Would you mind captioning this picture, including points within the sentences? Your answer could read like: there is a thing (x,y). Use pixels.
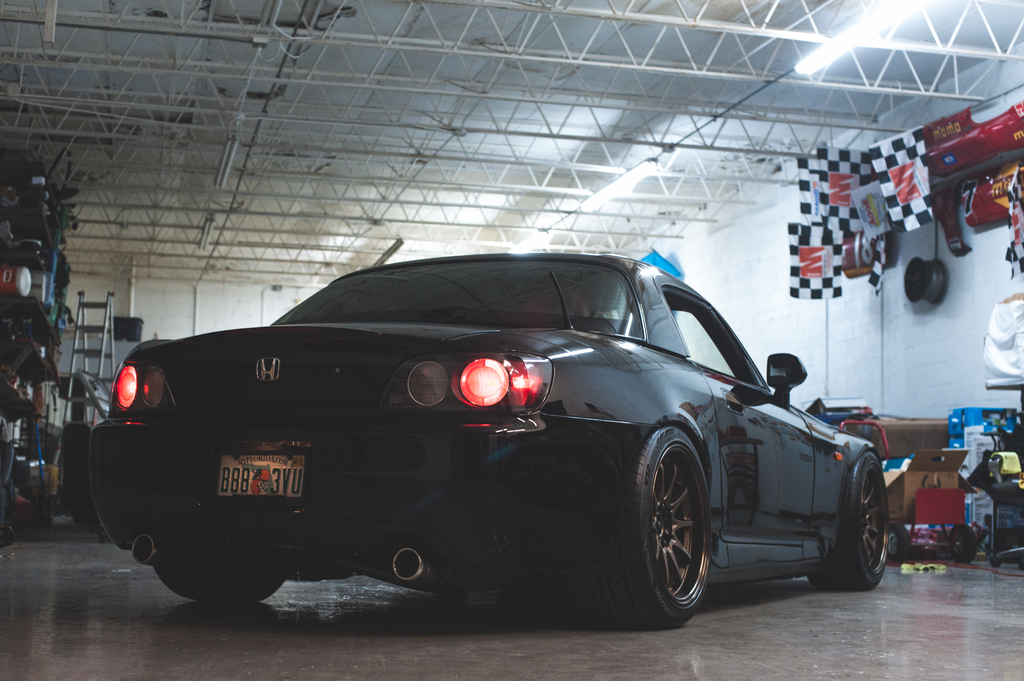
In this image I can see a black colour car (694,554) in the front (502,588). On the right side of this image (800,73) I can see few boxes (879,438), number of flags (822,254), few red colour things (1020,112) and few lights (611,194). On the left side of this image (27,172) I can see a ladder (76,328) and number of things (49,254) on the shelves (37,238).
